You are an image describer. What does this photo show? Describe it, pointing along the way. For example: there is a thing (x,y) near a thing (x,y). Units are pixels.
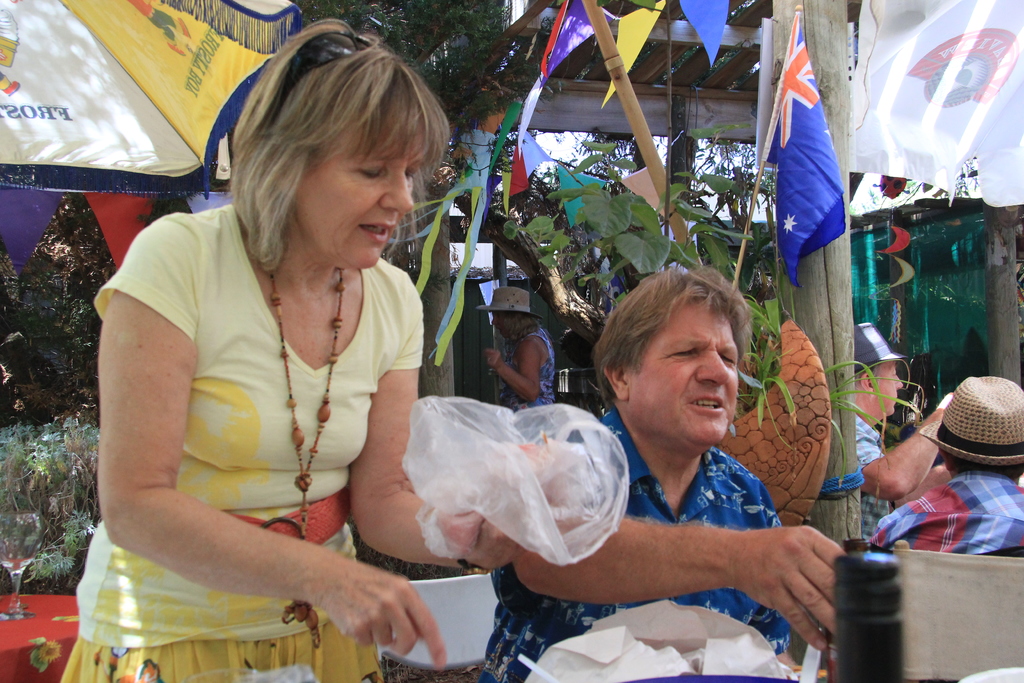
As we can see in the image there are flags (695,6), plants (64,376), houses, umbrellas (957,9), group of people (364,321), tables (63,617), chairs (470,641) and at the top (867,185) there is sky (561,140). The woman (113,664) standing on the left side (275,325) is wearing yellow color dress (258,436) and holding plastic bag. On the left side (49,597) table (53,631) there is a glass (16,553).
